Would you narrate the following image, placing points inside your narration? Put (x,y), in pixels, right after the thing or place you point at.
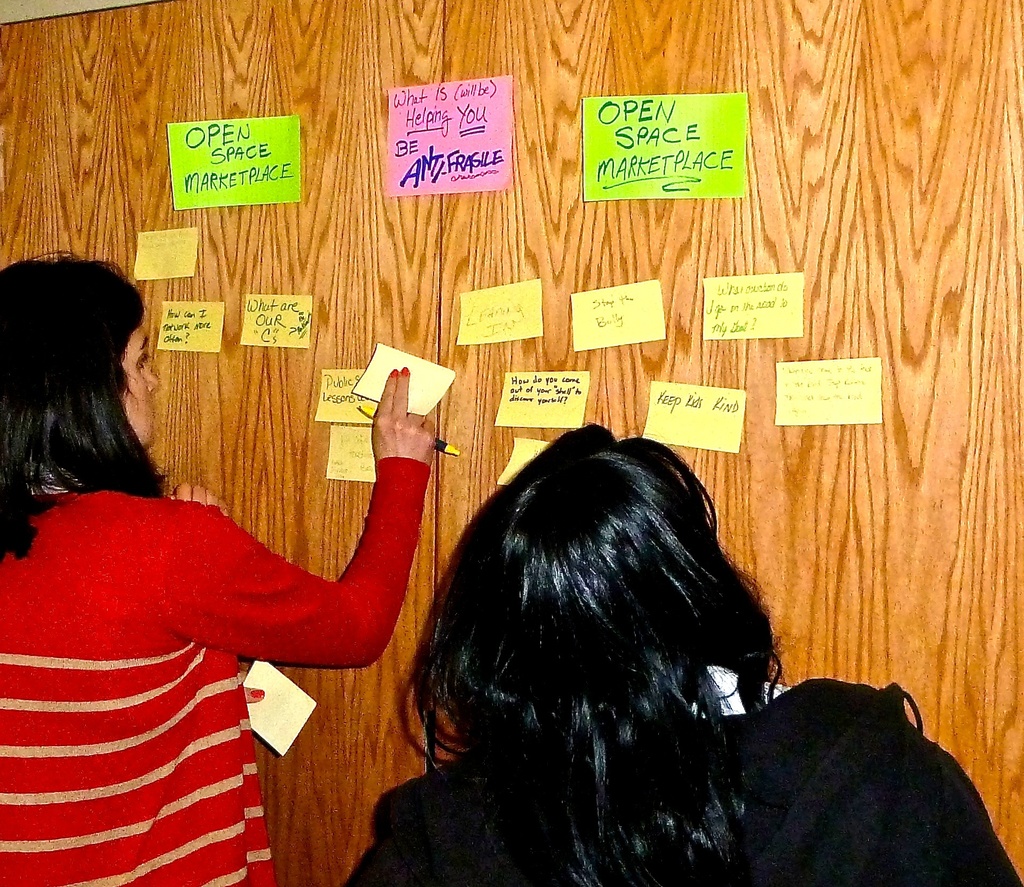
In this image we can see women (760,795) standing. One woman (215,699) is holding papers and a pen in her hands (428,440). In the background (434,162), we can see group of papers (665,155) with some text (619,176) pasted on the wooden surface (377,82).
